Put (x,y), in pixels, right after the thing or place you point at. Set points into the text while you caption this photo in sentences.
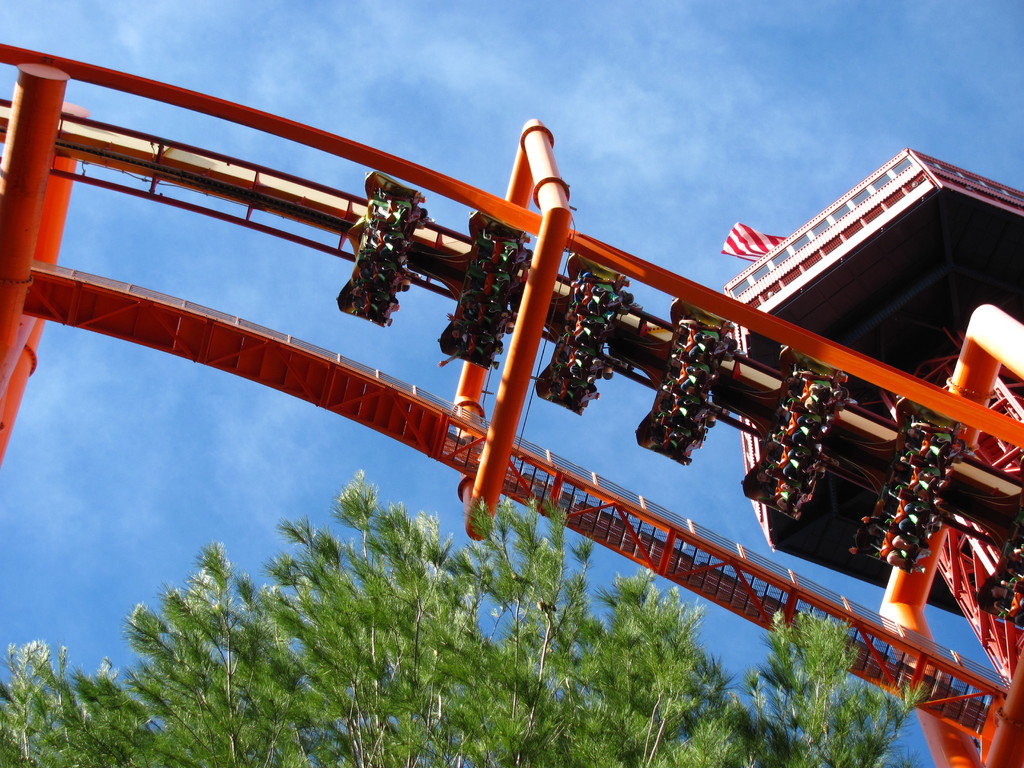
In this image there are a few people (476,331) on the roller coaster (490,301) with metal rods (428,446), behind that there is a flag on a metal rod tower (894,329), beside that there is a tree (342,655), in the sky (21,634) there are clouds (748,138).
